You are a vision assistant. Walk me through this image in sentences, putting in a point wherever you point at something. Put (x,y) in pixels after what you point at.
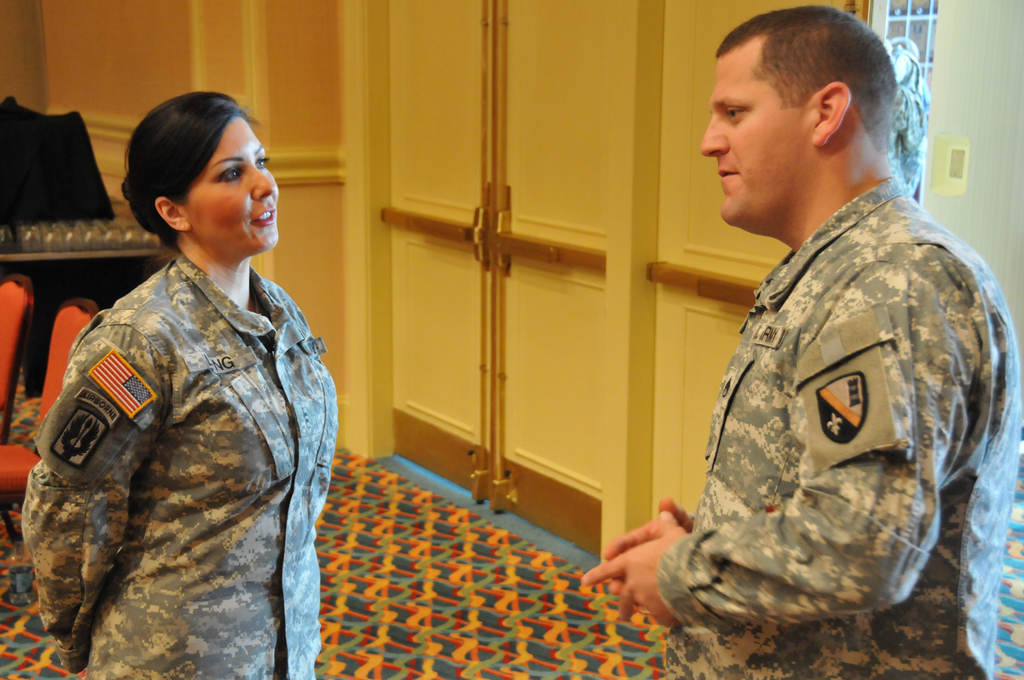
in the picture i can see two people (804,549) and i can see women (245,220) who is looking at a person (766,177) and two people (291,417) are wearing a military color dress (304,329) and also i can see a window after that i can see two chairs (77,318) and also i can see table (75,261).
